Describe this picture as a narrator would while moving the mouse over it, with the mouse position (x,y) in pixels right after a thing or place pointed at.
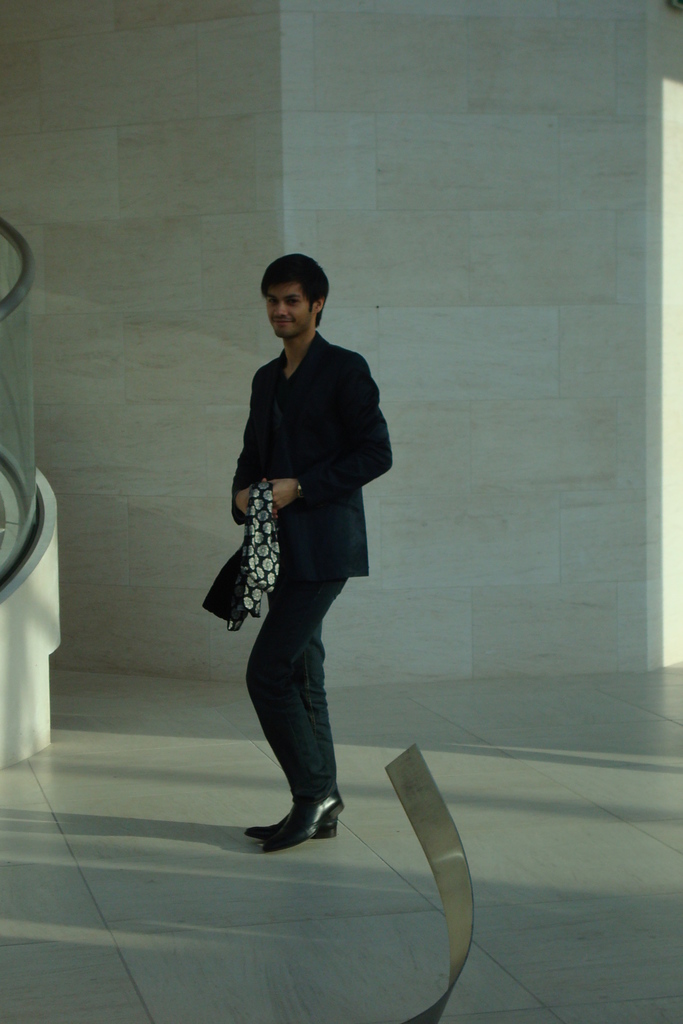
In this image I can see a person (305,554) is standing and wearing black color dress (296,565) and holding something. Back I can see the white color wall (253,165).
